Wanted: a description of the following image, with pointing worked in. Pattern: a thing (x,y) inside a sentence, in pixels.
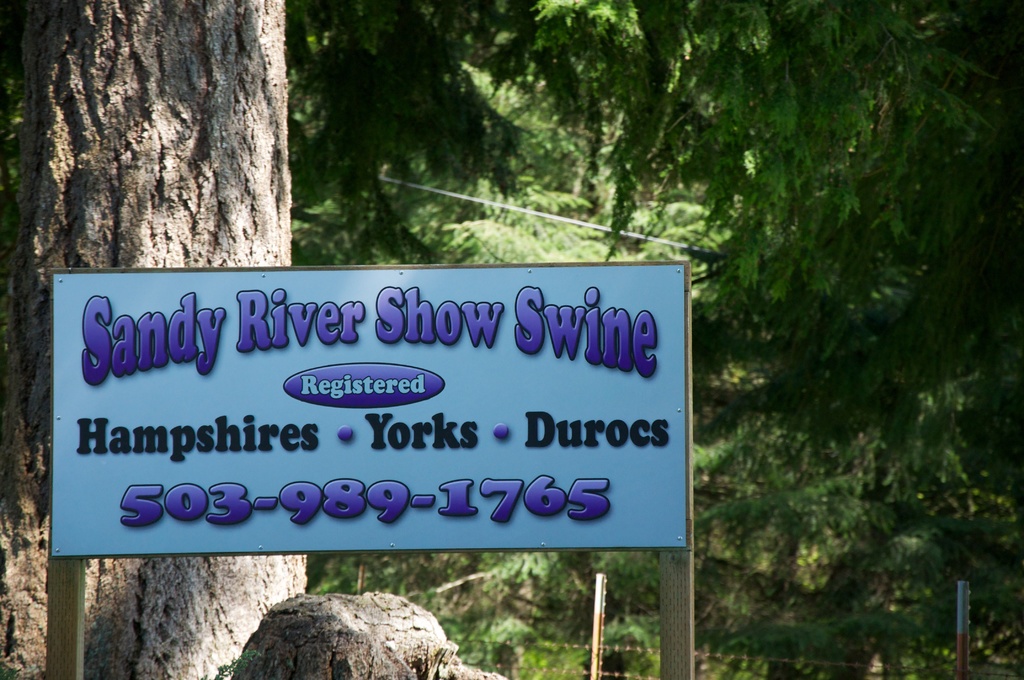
In the image I can see a board (354,420) on which there is something written and behind there is a tree trunk (204,84), trees (483,118) and plants (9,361).
